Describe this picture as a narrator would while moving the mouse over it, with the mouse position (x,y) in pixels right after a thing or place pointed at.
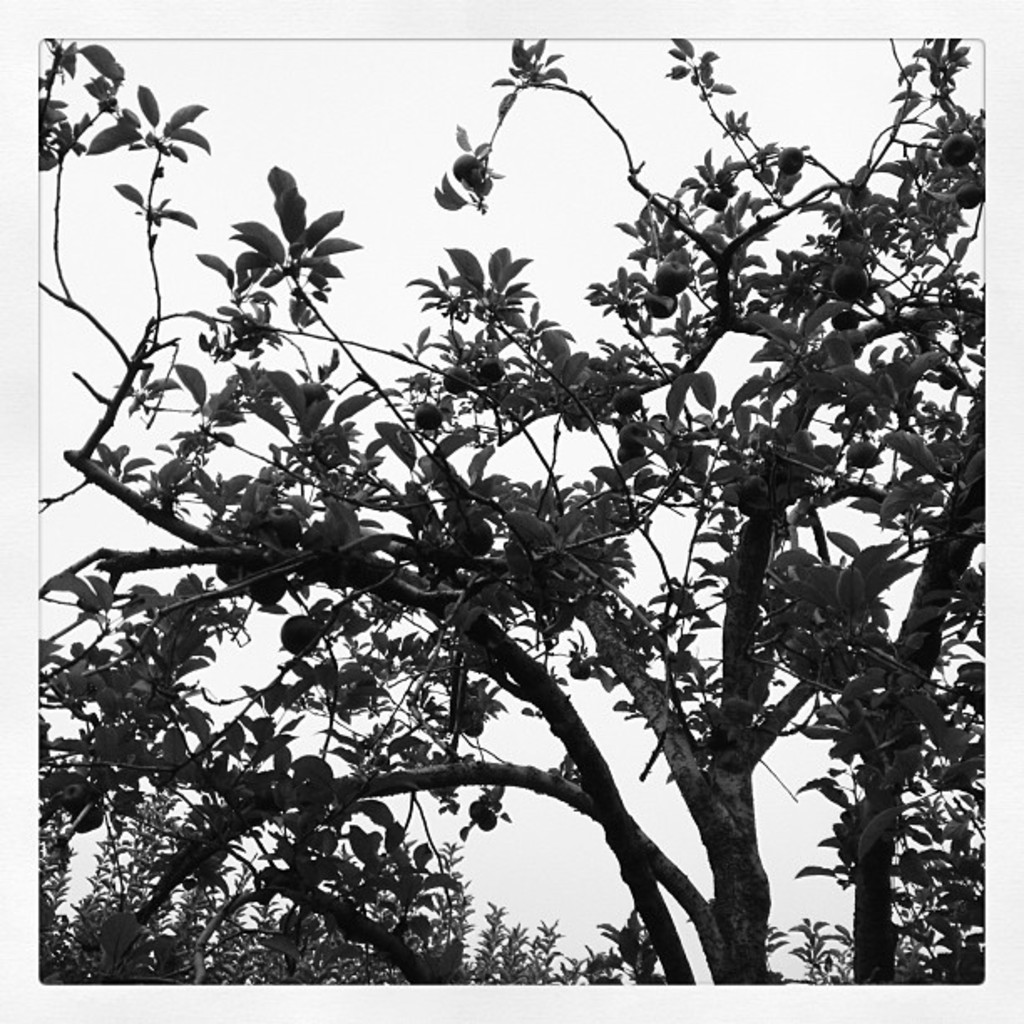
This is a black and white picture. In the picture there are trees (444,749). In the center of the picture (455,369) there are fruits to the tree (504,553). The picture has white border (21,865).
